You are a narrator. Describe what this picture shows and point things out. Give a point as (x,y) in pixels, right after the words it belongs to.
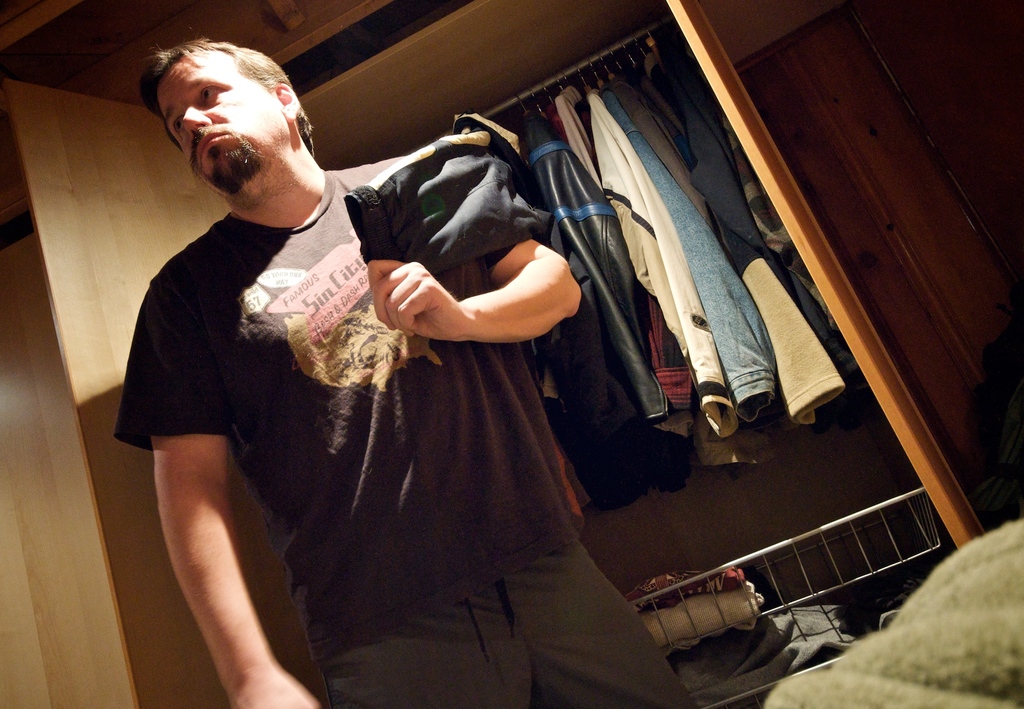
In the center of the image (352,253) there is a person (259,436) holding clothes (387,207). In the background (782,279) we can see clothes (654,318) placed in a cupboard (656,364).
